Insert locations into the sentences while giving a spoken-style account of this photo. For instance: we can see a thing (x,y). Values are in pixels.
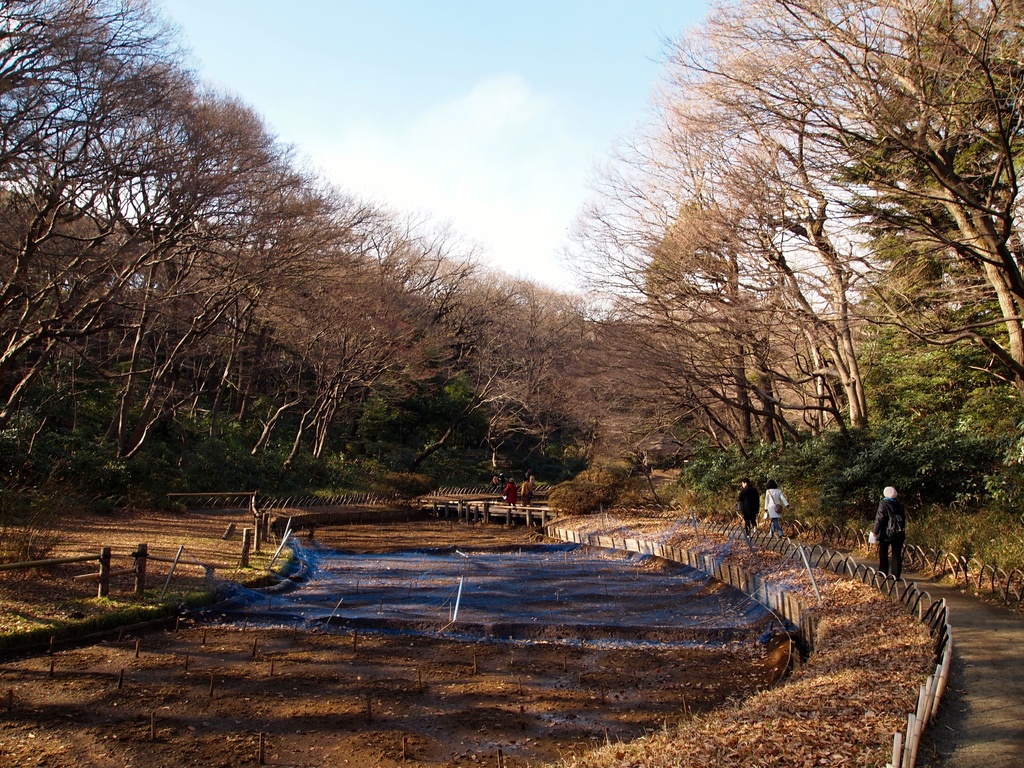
In this image we can see a net (622,642), some poles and grass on the ground (549,668). We can also see a group of people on the pathway (949,599). We can also see a fence (941,658), a group of trees (742,432) and the sky (566,132) which looks cloudy.
